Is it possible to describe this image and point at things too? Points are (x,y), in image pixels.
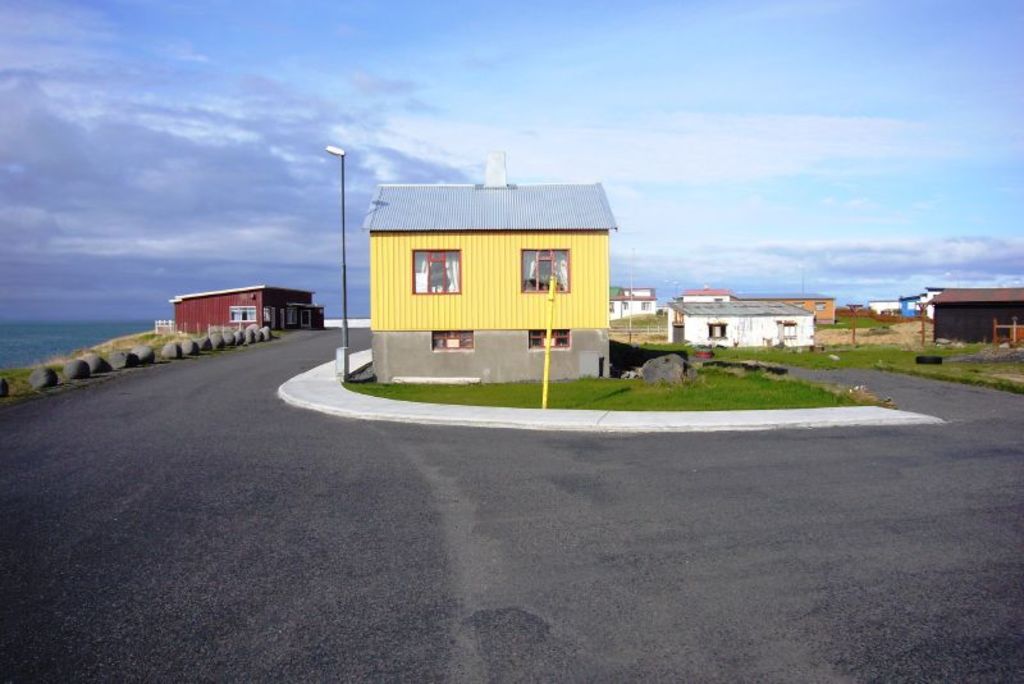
In this image I can see the road (491,574). In the background (506,374) I can see the houses (457,332), poles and the grass (689,401). To the left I can see the rocks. In the background (103,328) I can see the water (20,359), clouds (425,146) and the sky (433,146).
